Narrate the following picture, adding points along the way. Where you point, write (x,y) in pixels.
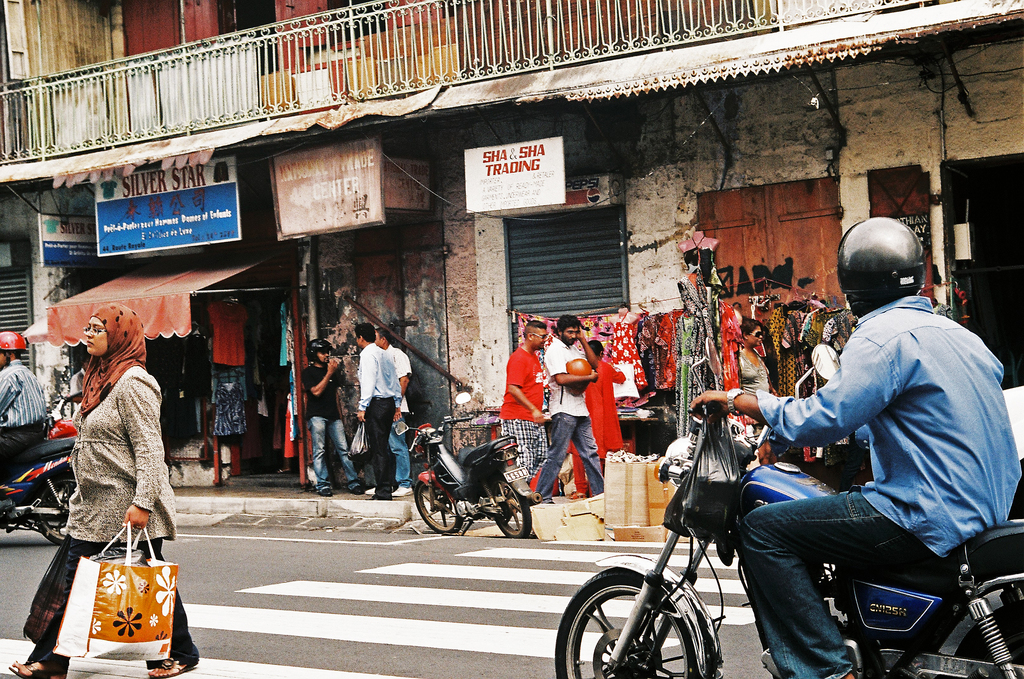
This image is clicked on the road (389,669). There are many people (128,466) on the road (429,561) in the image. In the background (38,159), there are buildings (687,33), shops (480,257), and dresses (795,315). To the right (759,525), the man (755,570) riding bike (903,624) is wearing blue shirt (827,419). To the left (95,509), the woman (125,419) walking is wearing brown scarf (106,377). In the middle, there is zebra crossing (447,605).
